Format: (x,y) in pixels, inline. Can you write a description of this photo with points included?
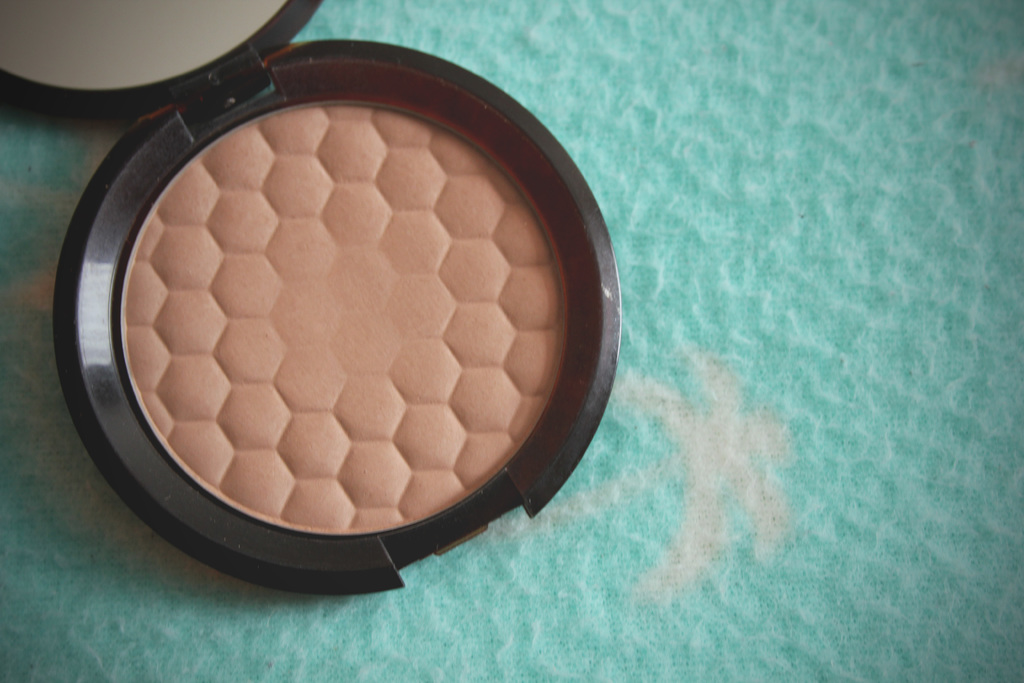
In this picture I can see there is a face powder (245,213), I can see there is a mirror (130,33) at the left side (106,39) top corner and it is placed on the green surface (879,318).
